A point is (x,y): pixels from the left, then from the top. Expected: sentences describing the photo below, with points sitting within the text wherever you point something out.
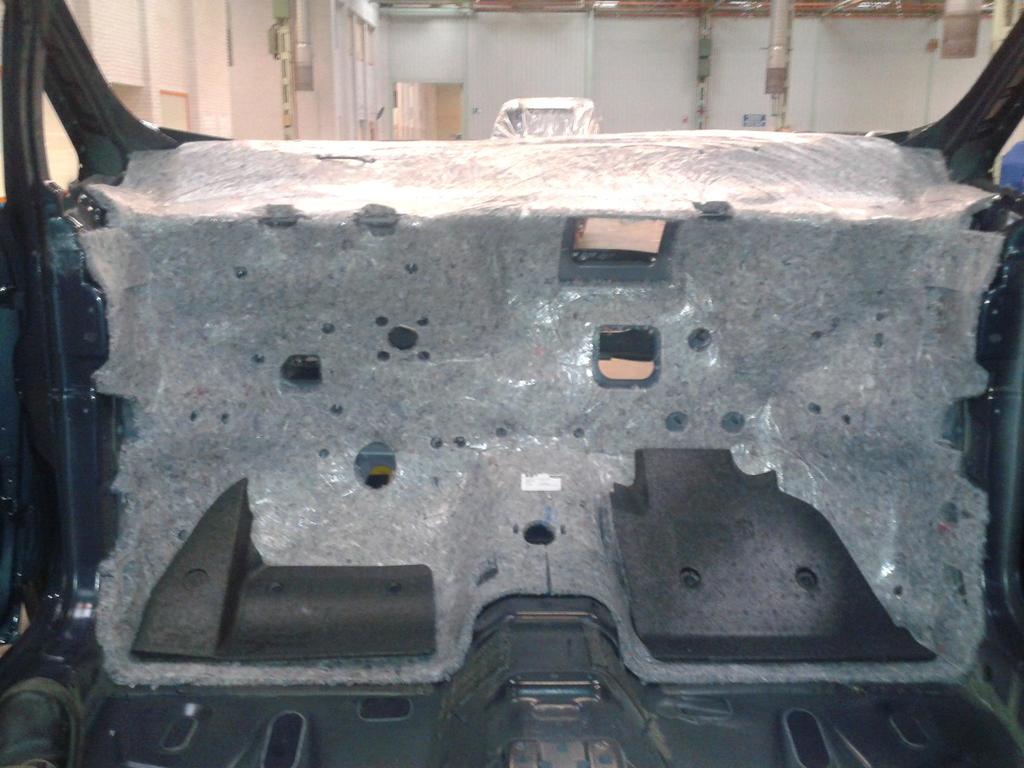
In this image we can see car structural frame (572,534) and in the background of the image (428,85) there is a wall (471,48).
